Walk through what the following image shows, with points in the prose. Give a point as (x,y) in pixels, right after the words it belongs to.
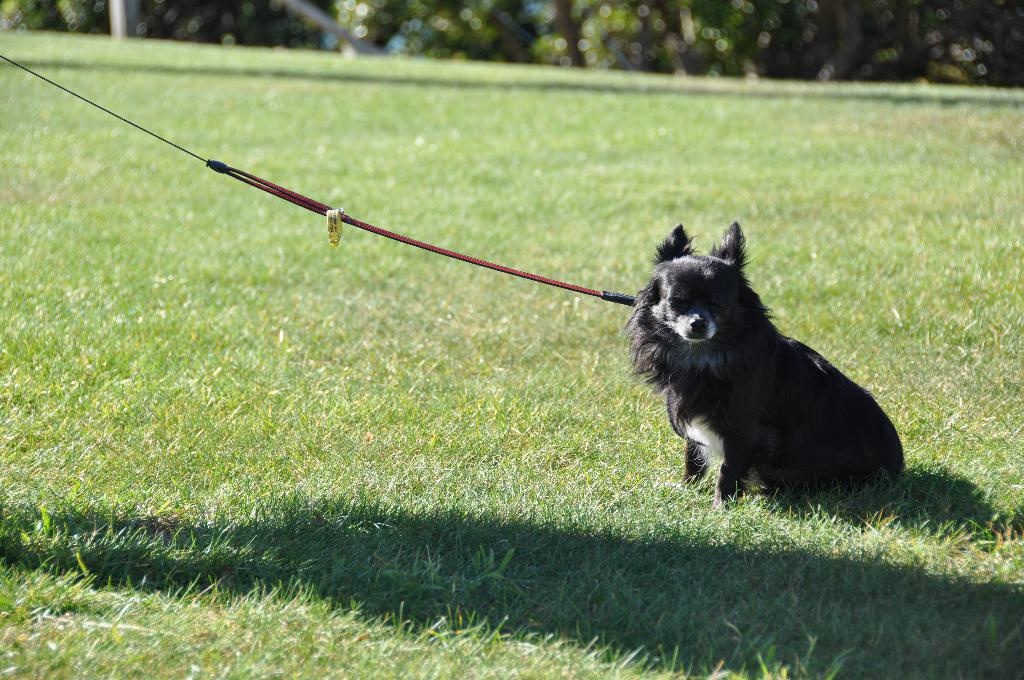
In this image we can see a dog (739,421) on the ground (520,455) which is tied with a rope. In the background (888,69) we can see trees (840,69).
